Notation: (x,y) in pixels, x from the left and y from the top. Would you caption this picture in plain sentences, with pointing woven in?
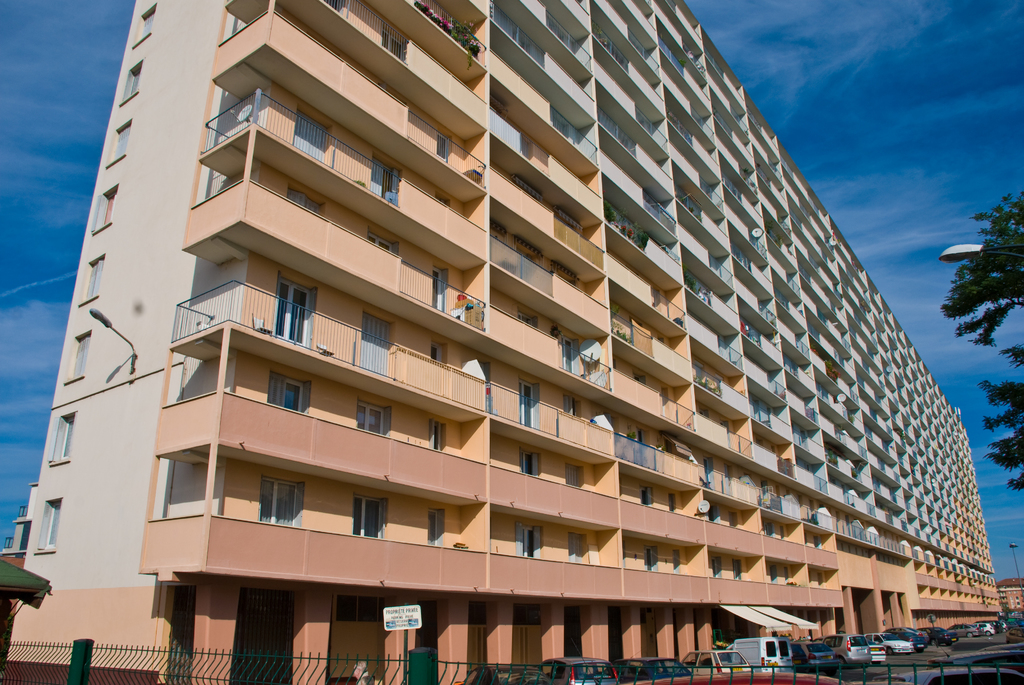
In this image we can see there are buildings (600,500) and light poles (102,319). In front of the building (153,632) there are vehicles (901,641), fence (93,655), tree (946,300), board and the sky (901,95).
